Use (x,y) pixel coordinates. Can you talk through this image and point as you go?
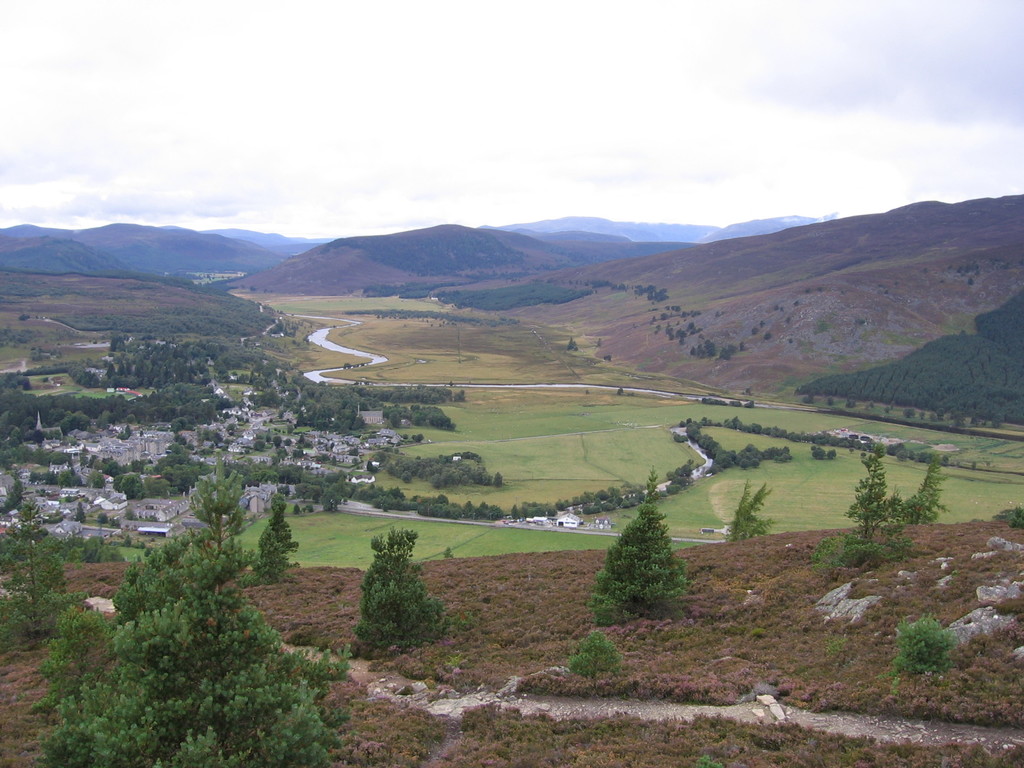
In this image I can see the ground (443,710), some grass (580,454), few buildings (165,449), few trees (150,480) which are green in color and the road (560,528). In the background (110,248) I can see few mountains (327,274) and the sky (498,69).
